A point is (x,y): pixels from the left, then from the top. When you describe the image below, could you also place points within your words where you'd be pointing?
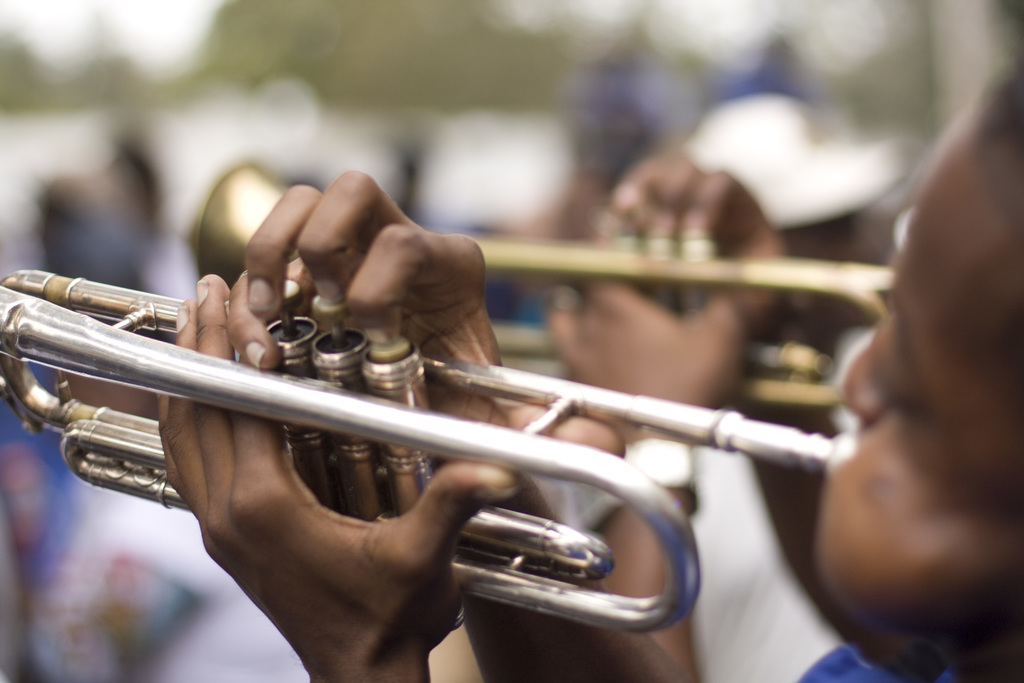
In this picture we can see two persons (857,459) playing trumpets (531,380), we can see a blurry background (435,38) here.
